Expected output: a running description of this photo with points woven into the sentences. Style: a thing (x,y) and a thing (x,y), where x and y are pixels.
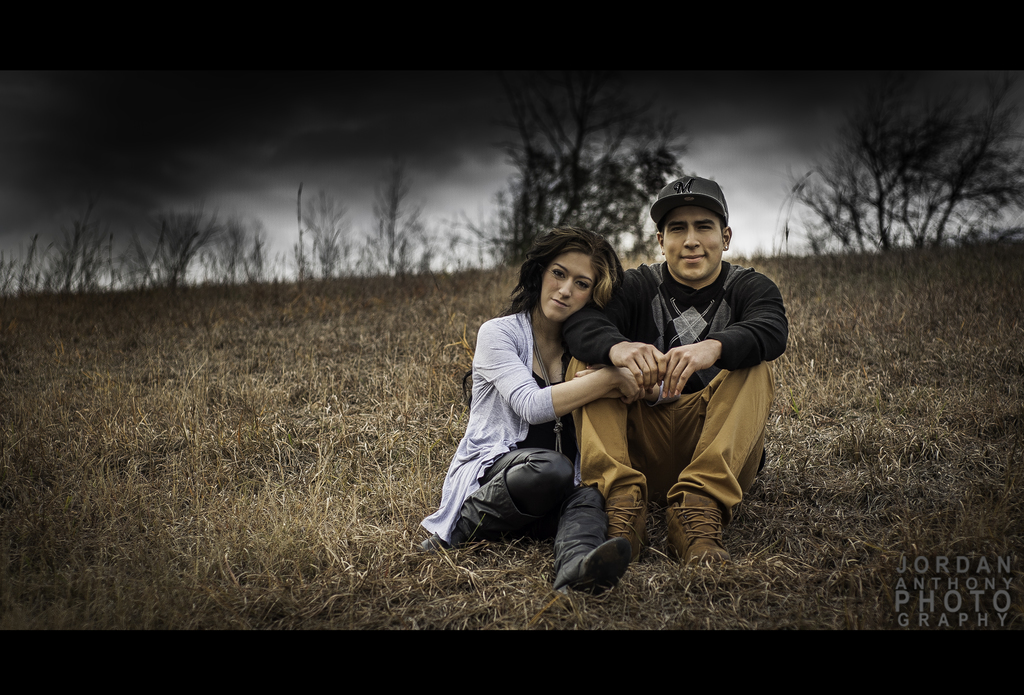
In this image we can see two persons (629,330) sitting on the ground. One person (714,299) is wearing black t shirt (682,324) and a cap (709,197). One woman (551,360) is wearing a grey t shirt (508,358). In the background (921,237), we can see a group of trees (874,144) and a cloudy sky (743,160).
